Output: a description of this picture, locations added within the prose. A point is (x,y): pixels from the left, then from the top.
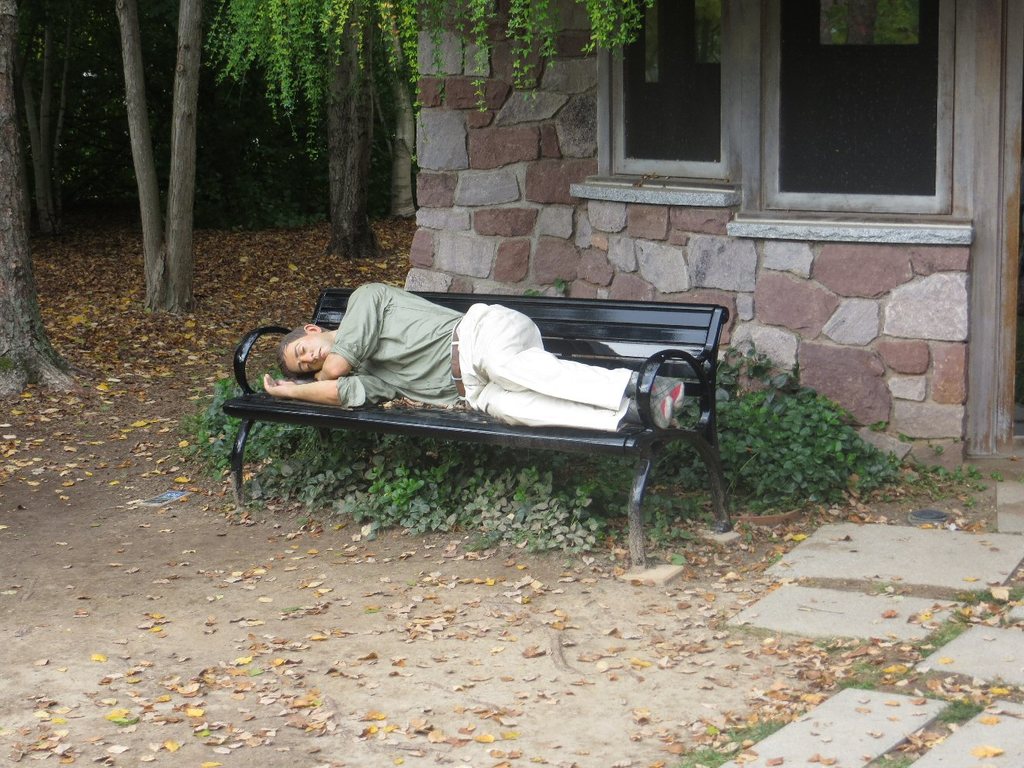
As we can see in the image there is a house (822,155), windows (765,120), trees (334,75), plants (563,475) and a person (525,399) laying on bench (620,325).
